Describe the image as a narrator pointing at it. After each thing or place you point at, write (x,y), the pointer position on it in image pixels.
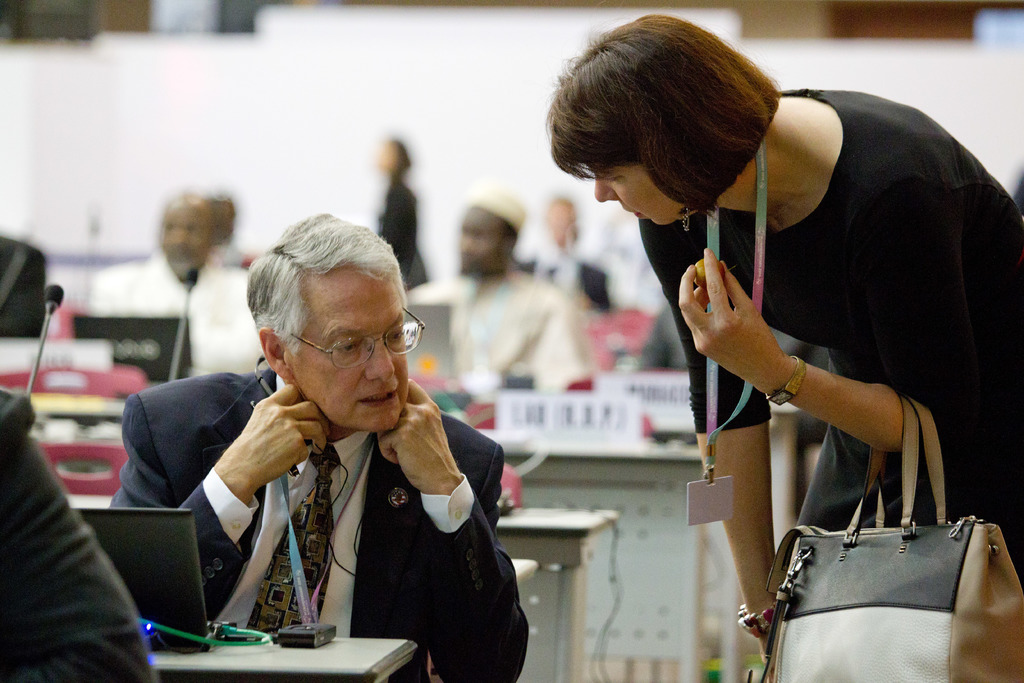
In this image I can see group of people (716,466). In front (411,529) the person (466,460) is sitting and the person (361,557) is wearing black blazer (361,557), white shirt (339,560) and brown color tie (292,591) and I can also see the other person (764,608) holding the bag (831,550) and the bag (769,584) is in black and white color and I can see the blurred background (407,29).
